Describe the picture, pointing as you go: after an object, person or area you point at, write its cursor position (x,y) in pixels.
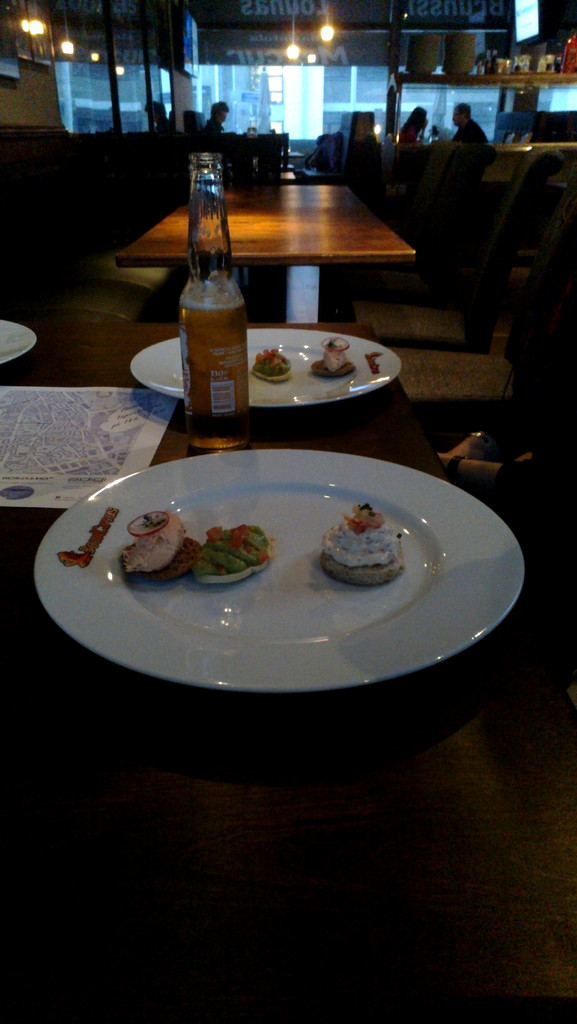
This picture is taken in a restaurant (132,126). In front of picture, we see a table (98,680) on which plate (243,587) containing food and alcohol bottle (221,275) are placed on the table (24,381). Behind that, we see a few people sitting and on top of picture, we see lights (31,27).
